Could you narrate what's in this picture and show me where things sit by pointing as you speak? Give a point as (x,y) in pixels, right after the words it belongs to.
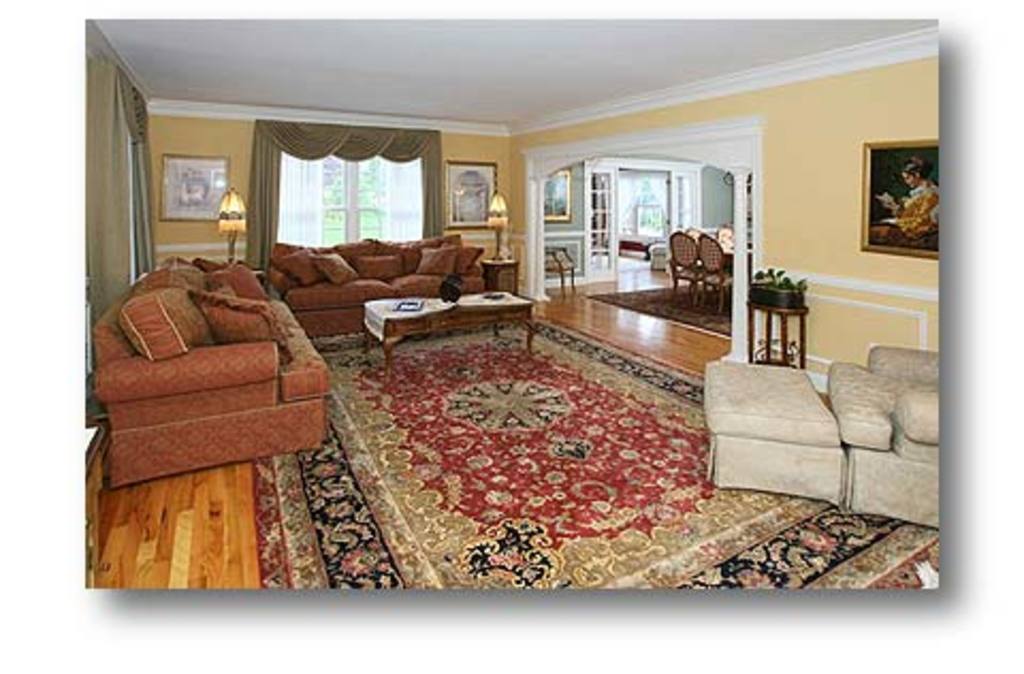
This picture is a photograph of an inside view of a room (555,509). In the room (292,336) there are couches (309,328) and tables (411,314). There is carpet (405,453) on the floor (441,482). There are table lamps (237,232) on the table (507,269). On the other side of the room (635,289) there is dining table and chairs (685,266). There is a houseplant (785,305) to one of the corner of the image. There are picture frames (874,209) hanging on the wall (232,180). In the background (259,177) there are windows (334,202), curtains (270,198) and wall (188,140).
